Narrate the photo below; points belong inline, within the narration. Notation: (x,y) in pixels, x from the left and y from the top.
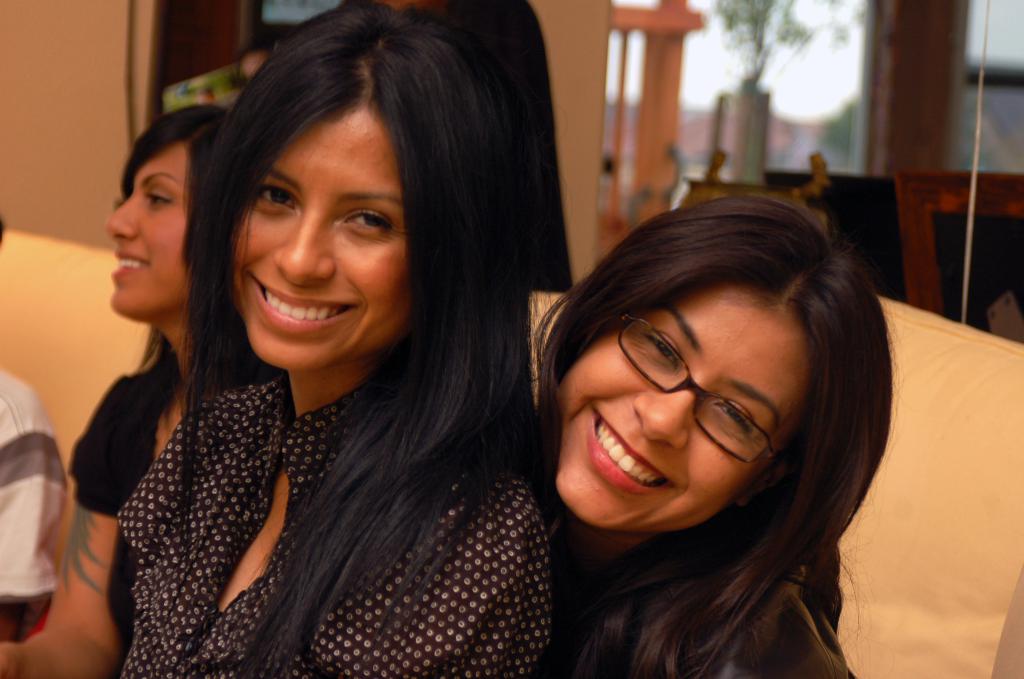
In this image there are three women (157,382) sitting on the couch (32,323). They are smiling. Behind them there is a wall (26,46). To the right (757,44) there are plants (761,67). The background (911,128) is blurry.
